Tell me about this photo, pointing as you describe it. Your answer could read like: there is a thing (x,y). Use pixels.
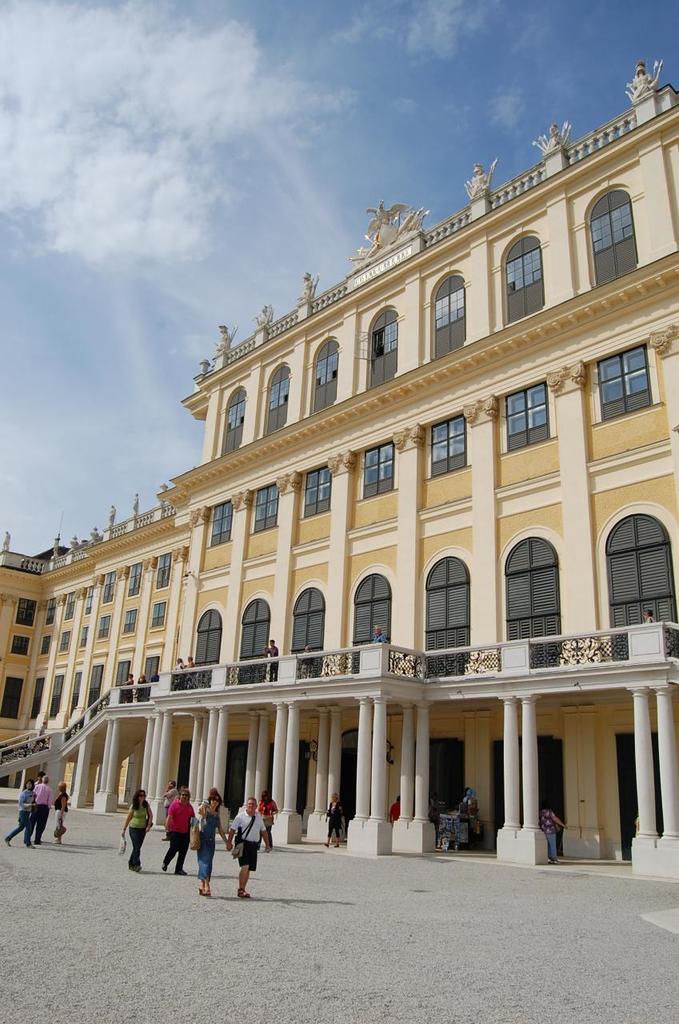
This picture is clicked outside the city. At the bottom of the picture (199,921), we see people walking on the road (208,916). Behind them, we see a staircase (43,742) and a railing (262,671). In the background (380,659), we see a building (459,615) and pillars (328,761). We even see people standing on the balcony (422,679). At the top of the picture (255,211), we see the sky (12,414).
